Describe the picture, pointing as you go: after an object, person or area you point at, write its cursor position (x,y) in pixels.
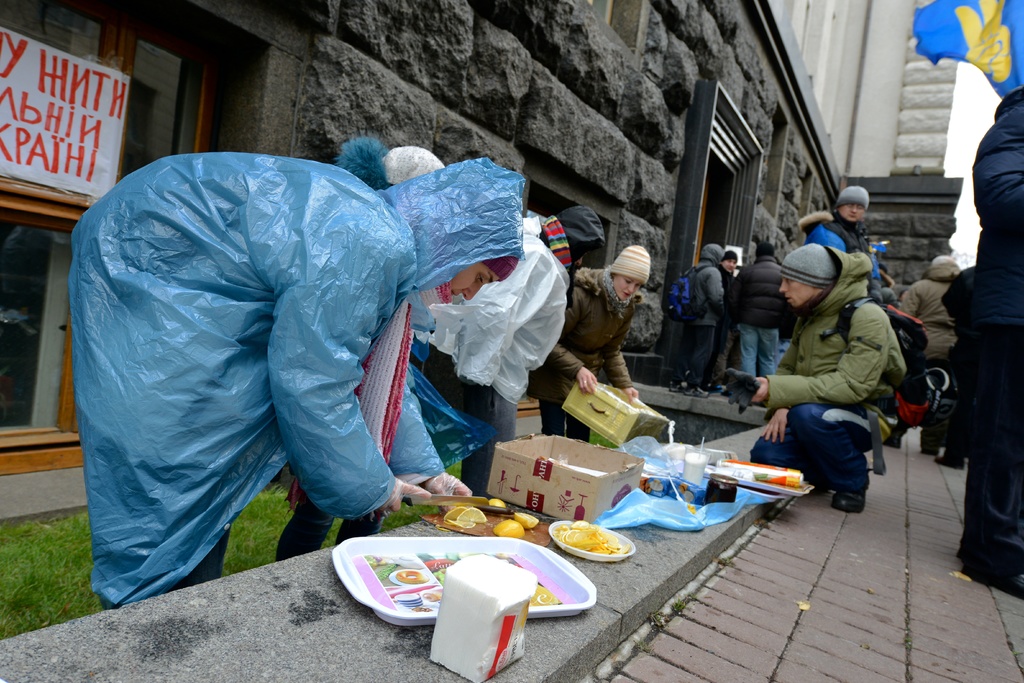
In this image I can see a group of people (728,371) around. They are holding something. I can see tissues (476,614), tray (553,588), fruits (508,523), knife (497,511) cardboard (559,498) and some objects (655,525) on the floor (606,564). I can see building (481,28) and glass window (109,45).
